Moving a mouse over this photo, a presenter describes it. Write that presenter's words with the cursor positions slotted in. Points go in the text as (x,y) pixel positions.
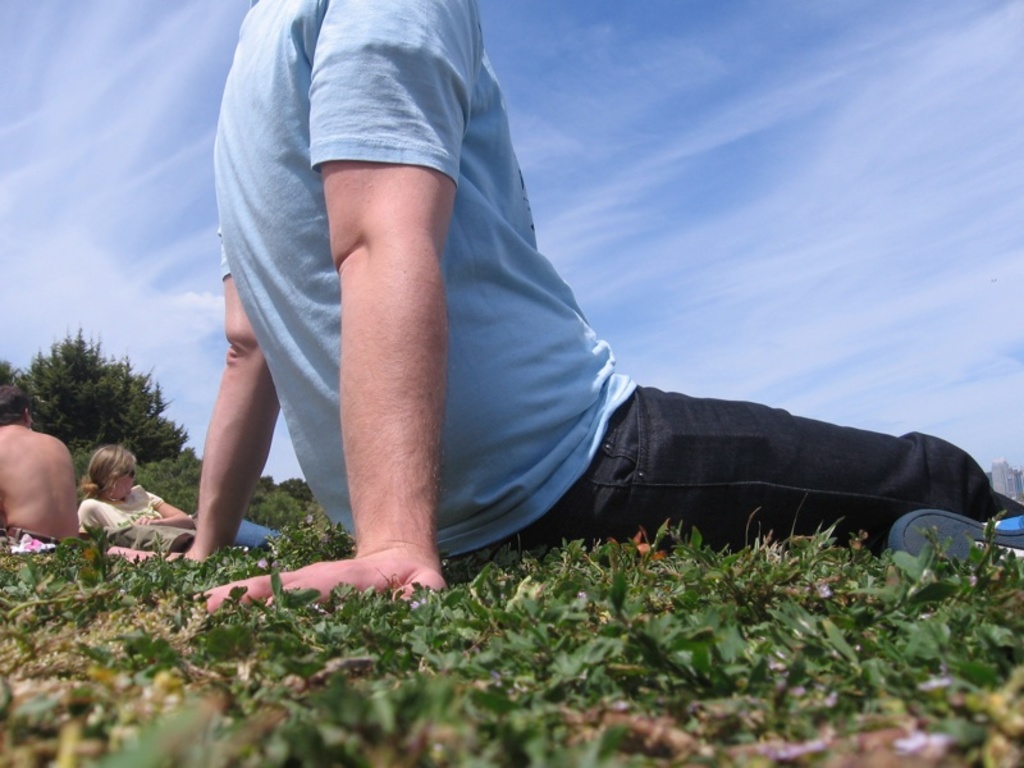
There is a person (440,104) in light blue color t-shirt (591,374), lying and placing two hands (378,557) on the grass (195,564) on the ground (586,547). In the background (5,410), there are persons (16,399) sitting on the grass (250,552) on the ground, there are trees (291,506) and there are clouds (848,209) in the blue sky (691,229).
